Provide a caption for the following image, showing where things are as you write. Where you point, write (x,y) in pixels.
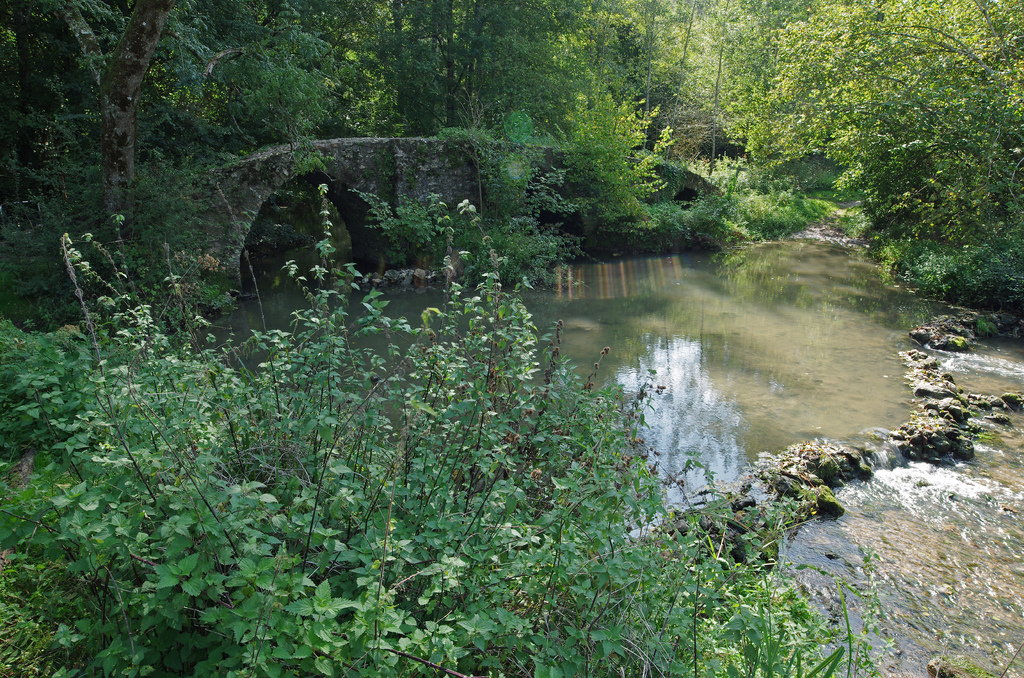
This image consists of plants (372,522) and trees (623,172). In the center (652,310) there is water (736,340) and there is a bridge (331,168).
